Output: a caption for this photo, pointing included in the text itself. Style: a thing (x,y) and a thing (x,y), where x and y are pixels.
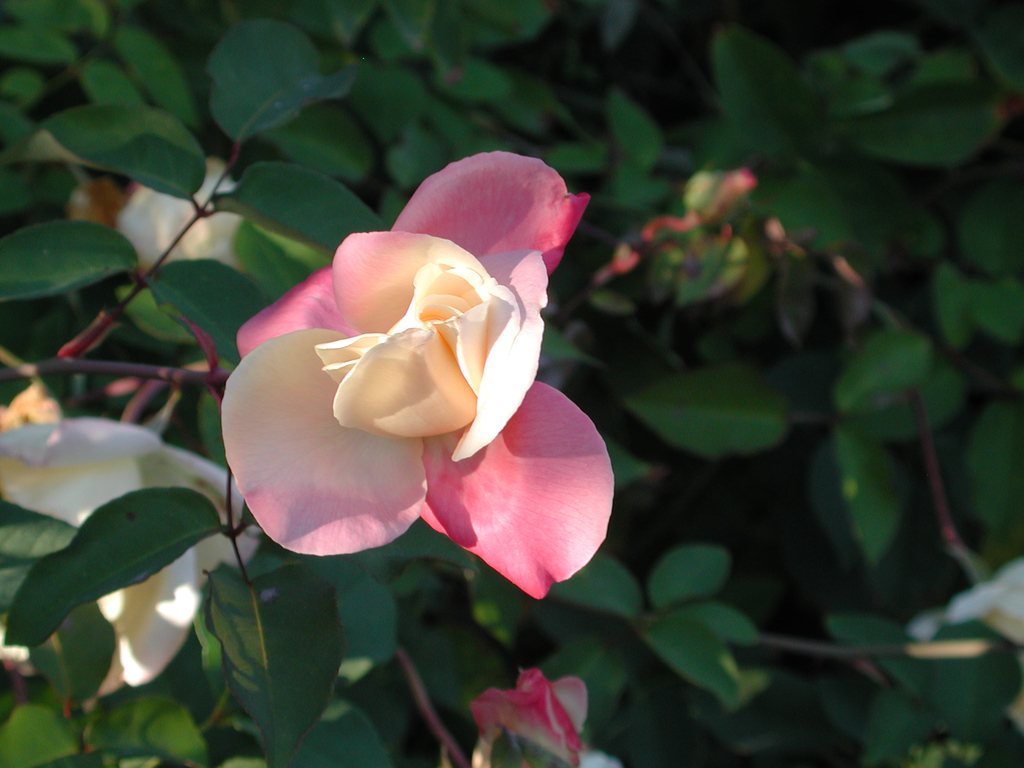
In the image there is a beautiful rose flower (342,379) to a rose plant (195,532) and there are few flower buds (546,723) around the plant (267,219) and the background of the plant (883,534) is blur.
